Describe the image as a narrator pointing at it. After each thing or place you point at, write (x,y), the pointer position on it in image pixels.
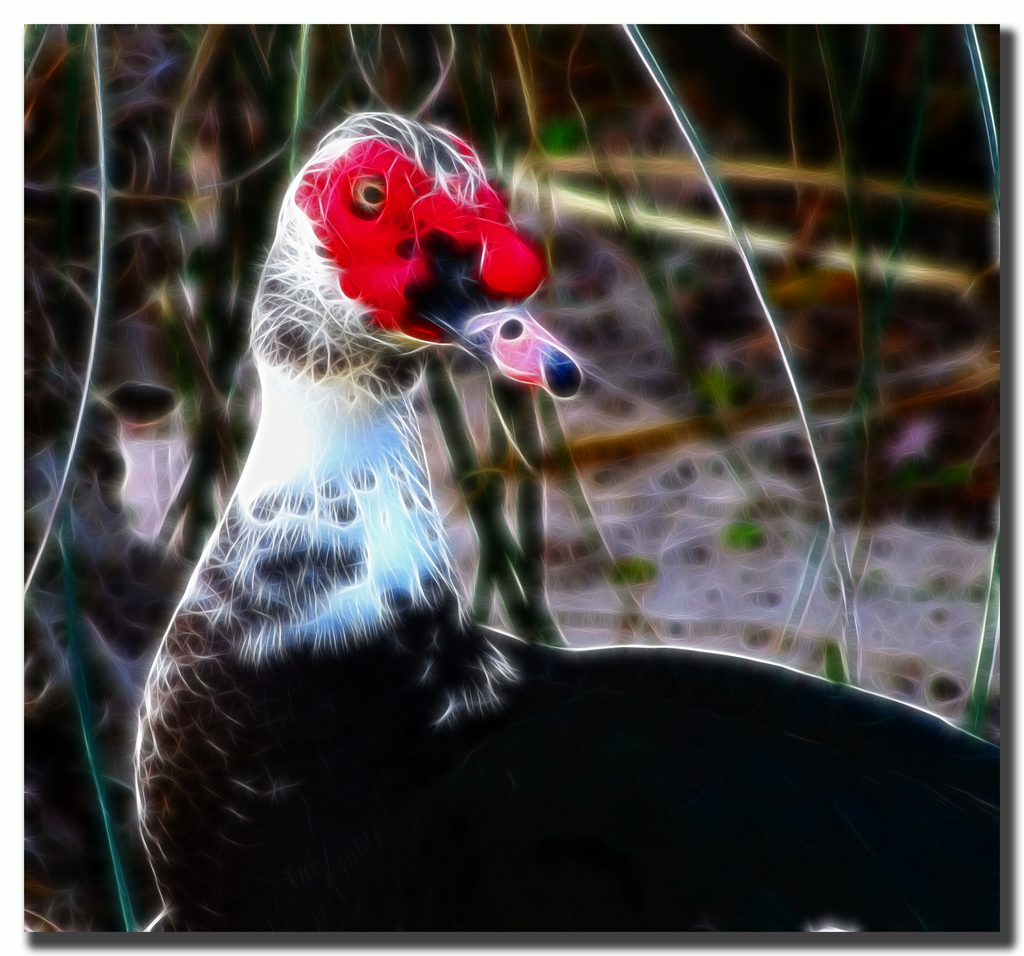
In this image I can see an edited image of the bird (324,640) which is in white, blue, black and red color. In the background (278,88) I can see the plants (645,571).
